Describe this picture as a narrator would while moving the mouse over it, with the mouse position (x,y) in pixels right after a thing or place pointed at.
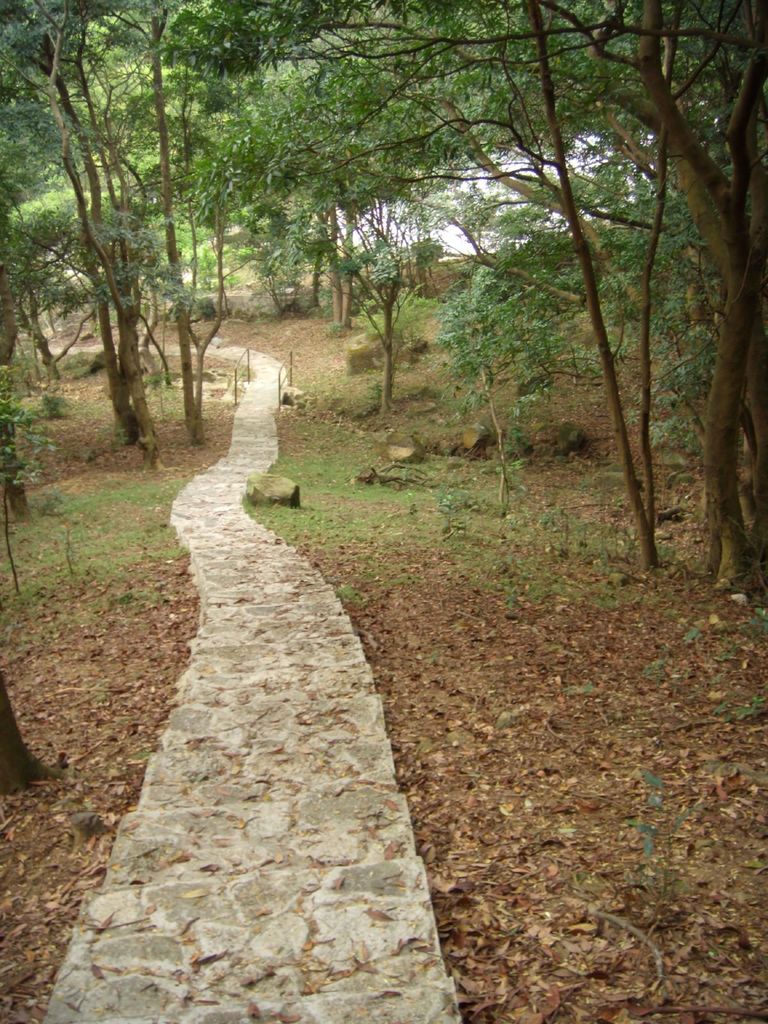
In this picture we can see a long walking path (307,718) with trees (21,500) and grass (365,492) on either side.
